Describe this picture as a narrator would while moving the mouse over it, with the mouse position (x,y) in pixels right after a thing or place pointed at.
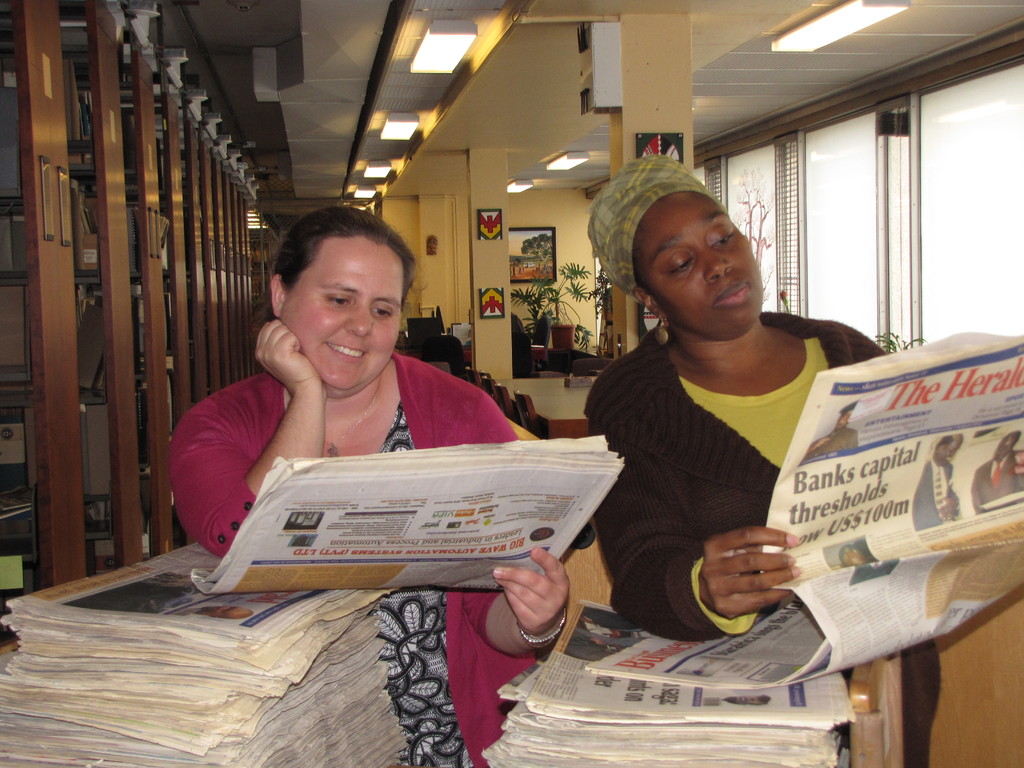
This picture is clicked inside. In the foreground (291,640) we can see there are many number of papers (579,703) and we can see the two persons (392,414) standing, holding newspapers (559,523) and seems to be reading. In the background (545,187) we can see the windows (893,171), roof (363,131), ceiling lights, picture frame (542,251) hanging on the wall (572,234) and we can see the house plants (535,308) and some other objects (553,399).
